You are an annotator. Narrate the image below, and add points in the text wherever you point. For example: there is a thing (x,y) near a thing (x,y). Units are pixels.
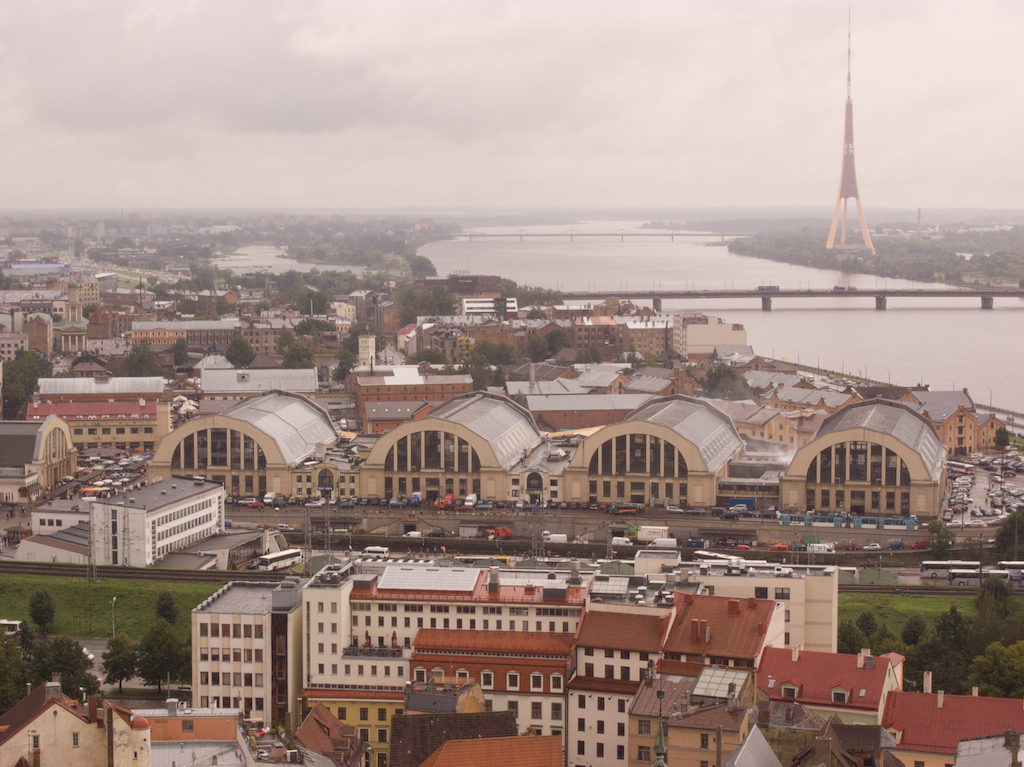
This is the top view of the image where we can see buildings (772,417), trees (188,640), grass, vehicles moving on the road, bridge (921,295), water (831,278), tower (849,195) and the cloudy sky (651,157) in the background (666,126).
